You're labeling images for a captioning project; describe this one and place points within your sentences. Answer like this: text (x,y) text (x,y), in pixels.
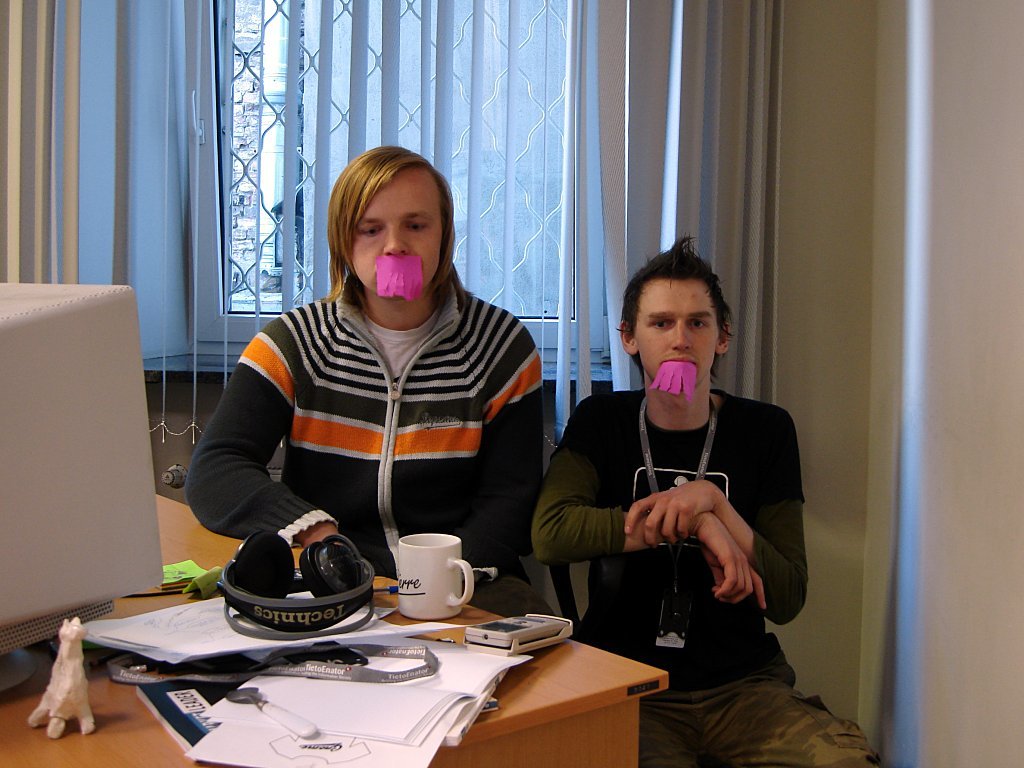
In the image two persons (748,578) sitting on a chair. Bottom left side of the image (190,544) there is a table (32,736) on the table (113,712) there are some papers (409,687) and books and there is a headphones (331,568) and cup (431,595). Behind them there is a window (345,124) and curtain (42,73).
